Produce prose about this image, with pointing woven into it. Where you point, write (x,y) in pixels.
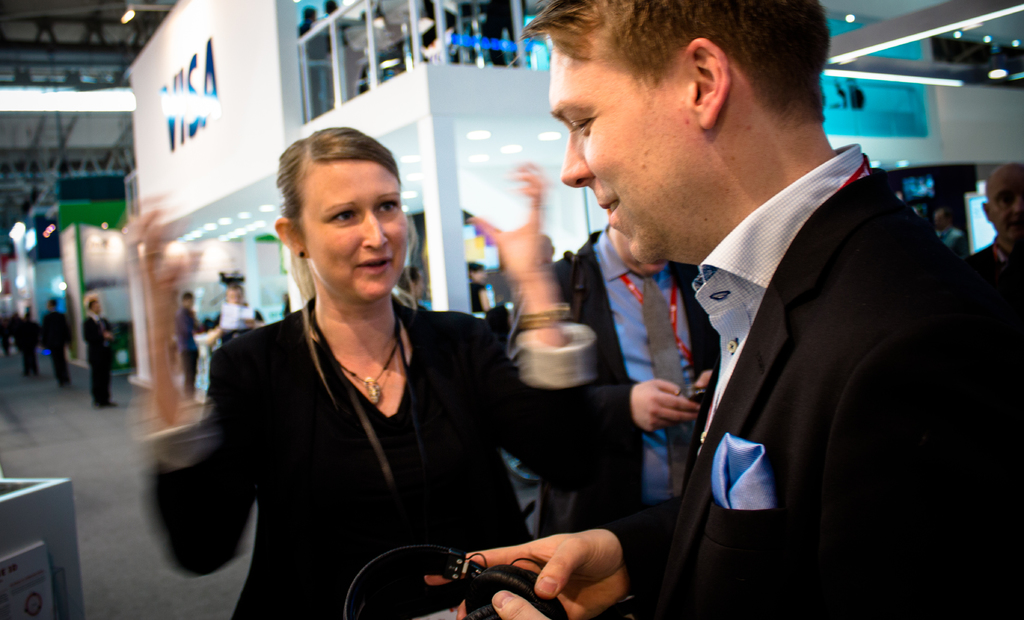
In the center of the image (645,286) we can see group of persons (474,429) standing on the floor (41,384). In the background (426,206) we can see buildings (172,192), persons (237,301), lights (50,107), iron bars (78,132) and ground (26,387).
